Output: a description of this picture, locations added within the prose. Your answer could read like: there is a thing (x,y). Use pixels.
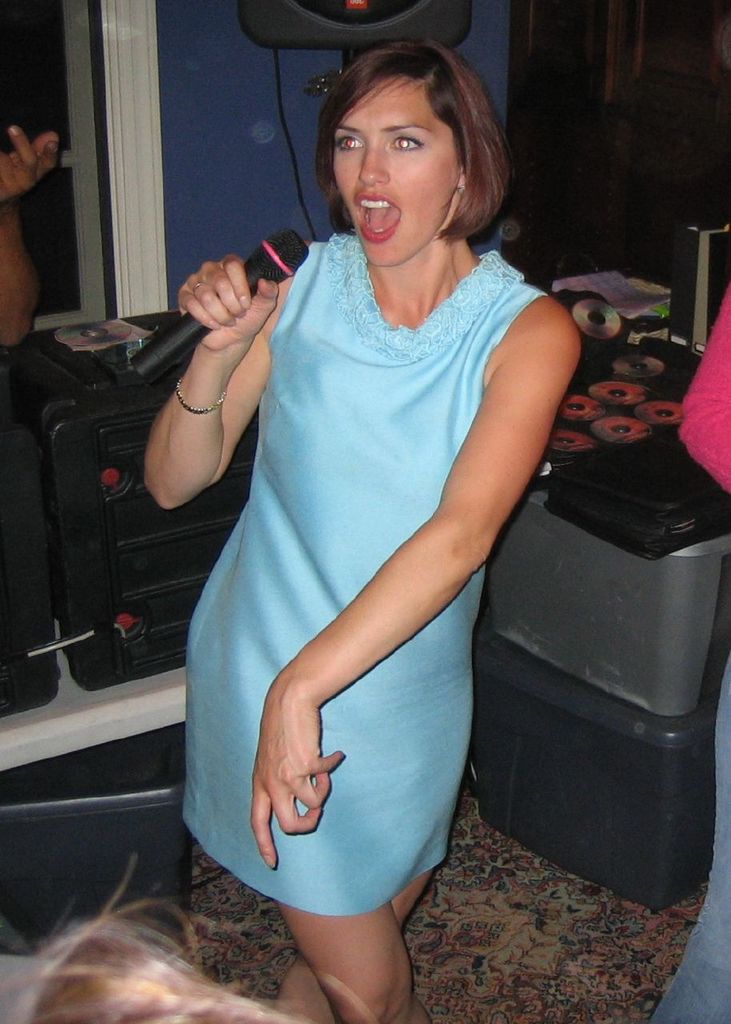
In this picture I can see a woman (363,433) holding microphone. I can see audio equipment (95,393).
